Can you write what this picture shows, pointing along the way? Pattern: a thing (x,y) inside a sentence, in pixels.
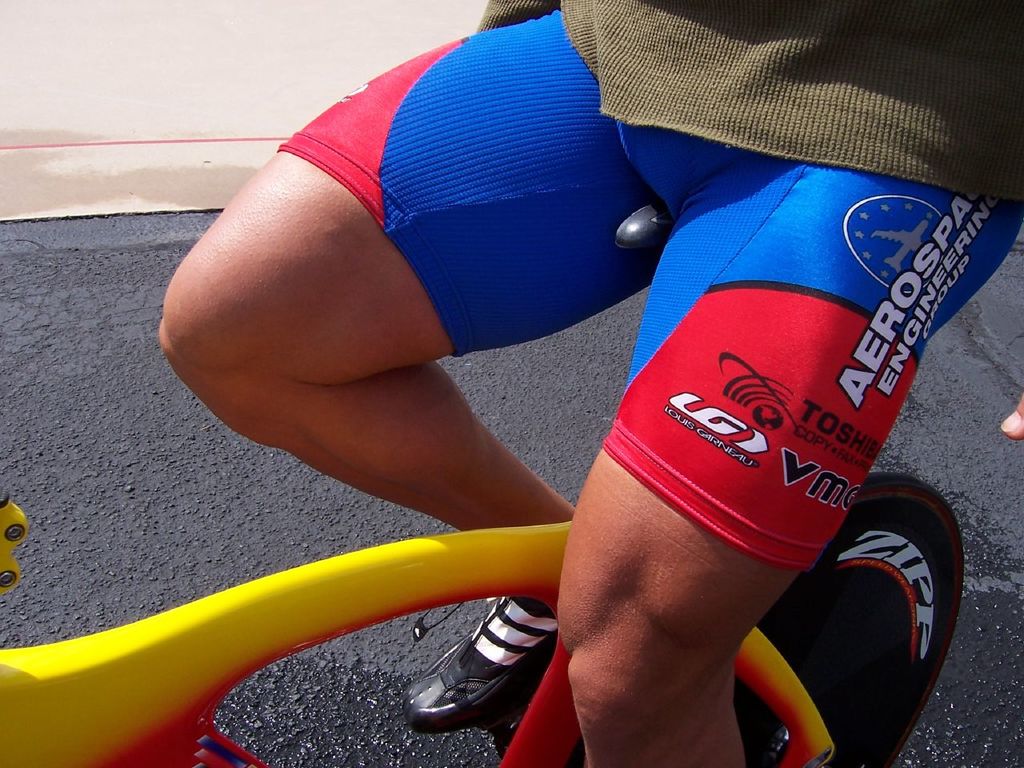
This image is taken outdoors. In the background (208,104) there is a wall (225,59). In the middle of the image (614,284) a person (614,284) is sitting on the bicycle (321,613). At the bottom of the image (995,744) there is a road (369,667).
